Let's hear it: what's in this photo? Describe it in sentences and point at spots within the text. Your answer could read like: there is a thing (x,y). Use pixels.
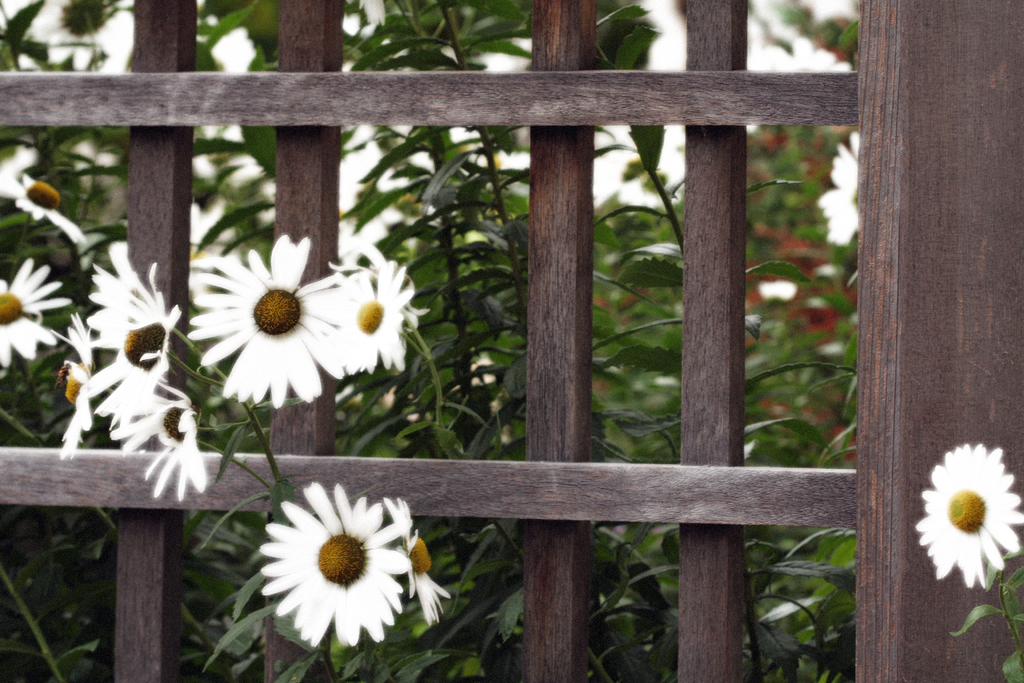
In this image, we can see plants (678,327) with flowers (600,191) and there is a fence (578,320).
